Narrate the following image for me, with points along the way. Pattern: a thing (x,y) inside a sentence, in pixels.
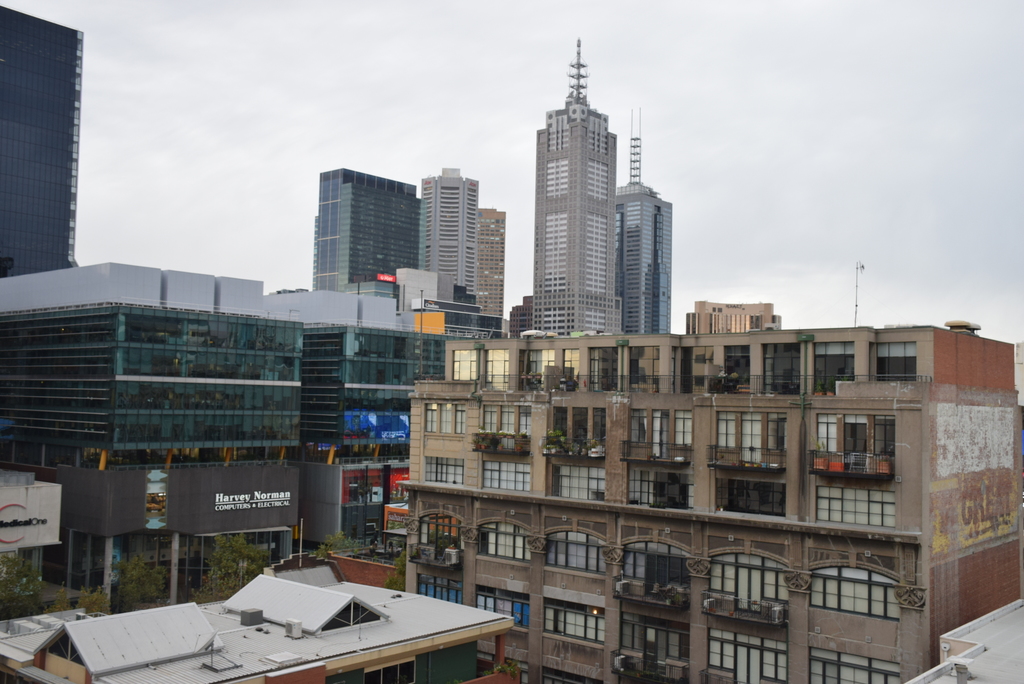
In this picture I can see buildings (492,379), trees (321,551) and text (270,500) on the walls (141,521) of the buildings (204,521) and I can see cloudy sky (464,163).
